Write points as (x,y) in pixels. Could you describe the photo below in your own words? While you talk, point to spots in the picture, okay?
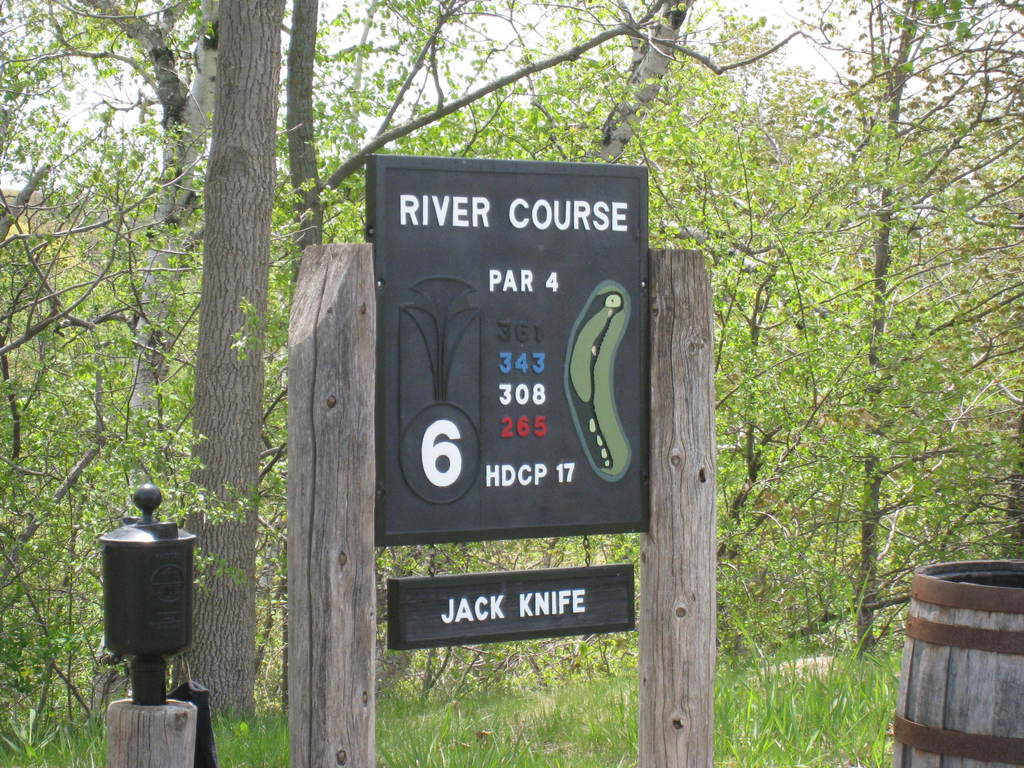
In the picture we can see a board (407,491) to the wooden poles (707,438) and on it we can see written as river course and beside it, we can see a wooden drum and behind the board (432,454) we can see some grass plants (479,753) and trees (808,139).
